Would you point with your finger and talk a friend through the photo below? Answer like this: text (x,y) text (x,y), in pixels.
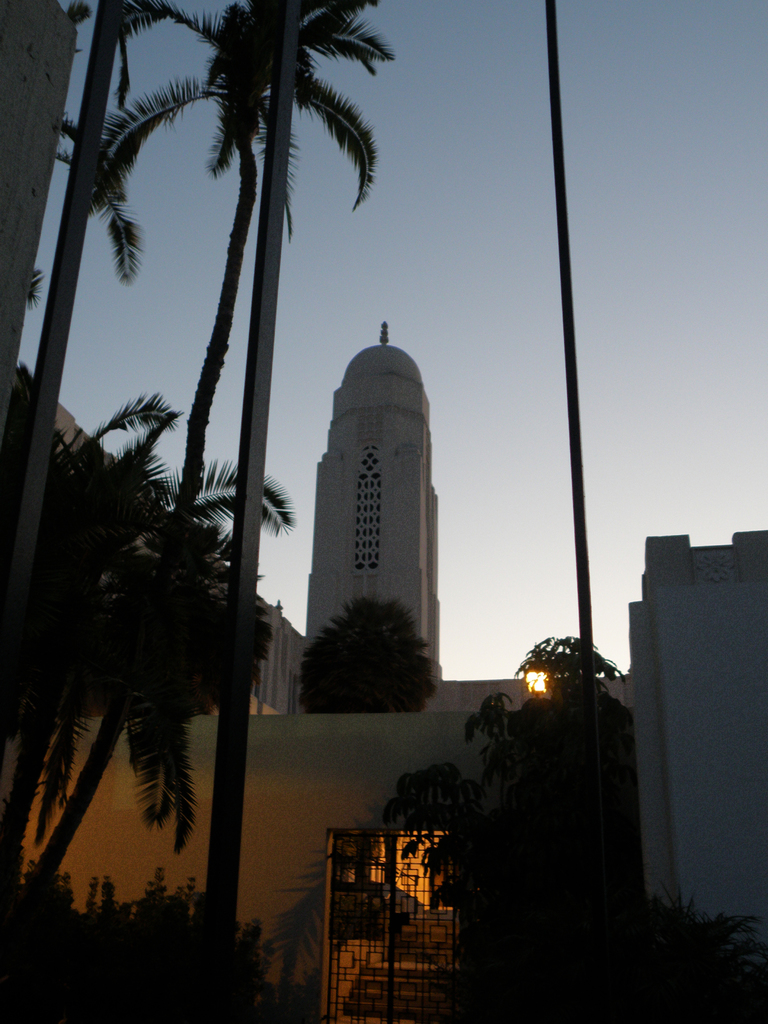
In this image we can see trees (239,29), poles (223,967), buildings (117,778), gate (430,862), plants (712,932), objects (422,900) and the sky (292,245).
